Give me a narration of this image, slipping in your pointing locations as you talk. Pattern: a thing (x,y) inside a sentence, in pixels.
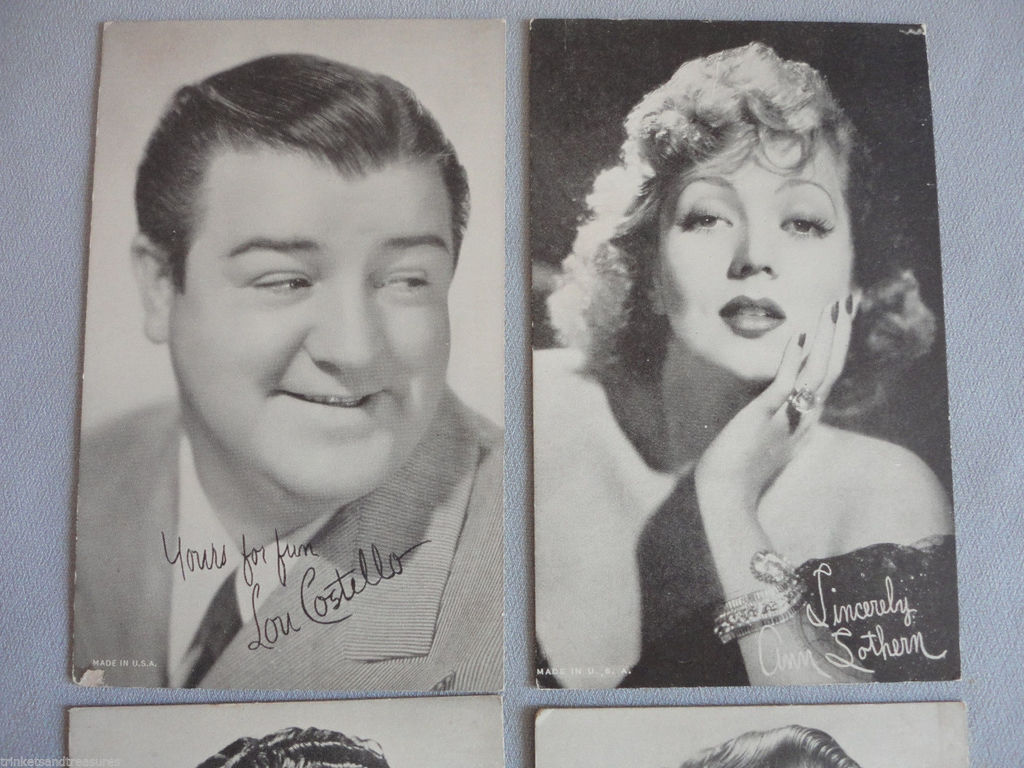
In the image we can see there are photos (464,427). In the right side (748,430) image we can see a woman (815,460) wearing a bracelet (789,584) and dress (906,556) and in the left (234,502) photo we can see a man (246,469) wearing clothes (177,466) and he is smiling. At the bottom left (13,761) we can see watermark (75,761).
